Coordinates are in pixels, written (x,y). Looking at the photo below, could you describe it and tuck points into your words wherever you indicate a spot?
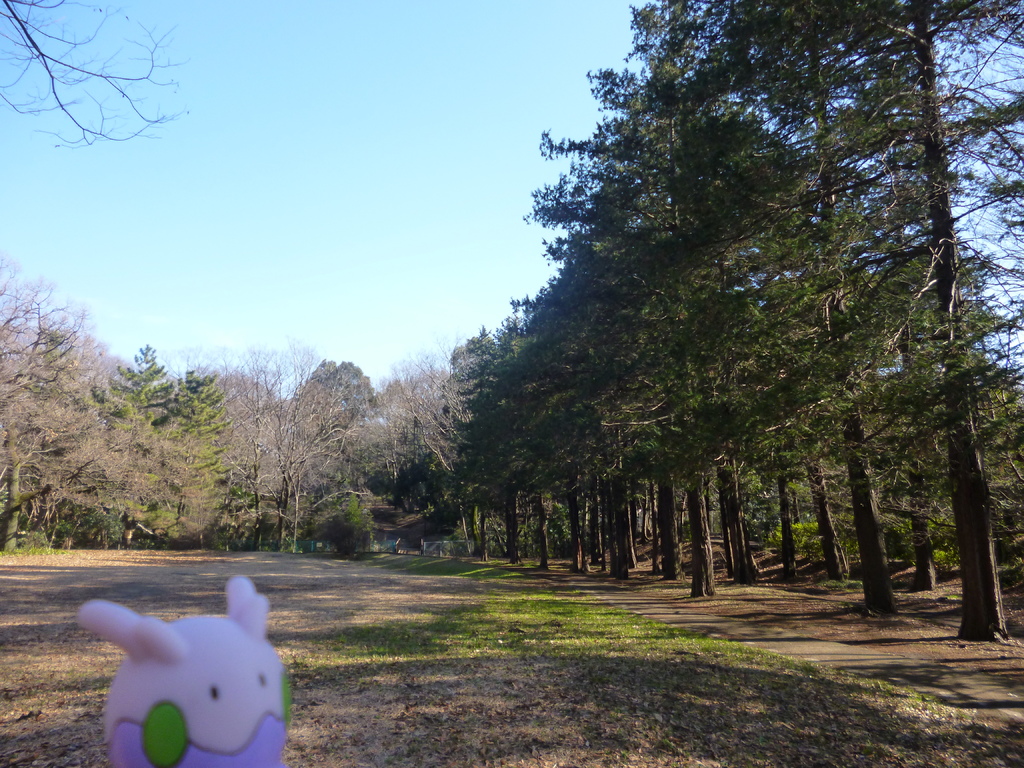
In front of the image there is a toy (248,689). At the bottom of the image (596,646) there is grass (485,580) on the surface (613,651). In the background of the image (451,514) there are trees (486,397). At the top of the image (361,169) there is sky (366,185).
